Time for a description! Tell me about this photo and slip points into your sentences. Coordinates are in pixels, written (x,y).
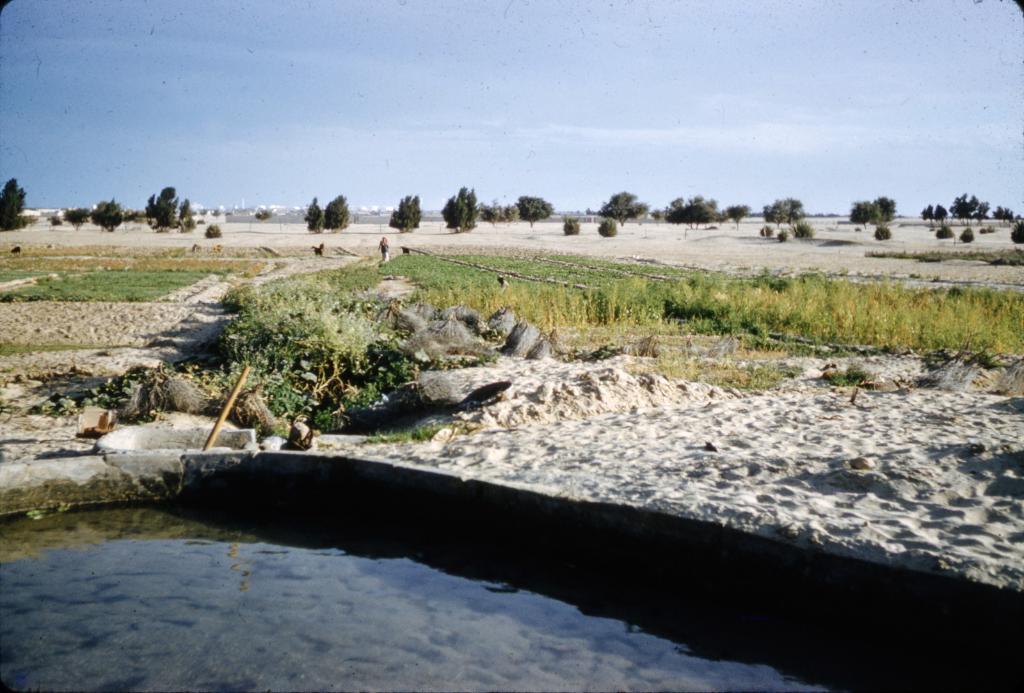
In this picture there is water (283,534) at the bottom side of the image (355,628) and there are trees (627,214) and grassland (624,273) in the image, there is sky (529,48) at the top side of the image (632,79).
